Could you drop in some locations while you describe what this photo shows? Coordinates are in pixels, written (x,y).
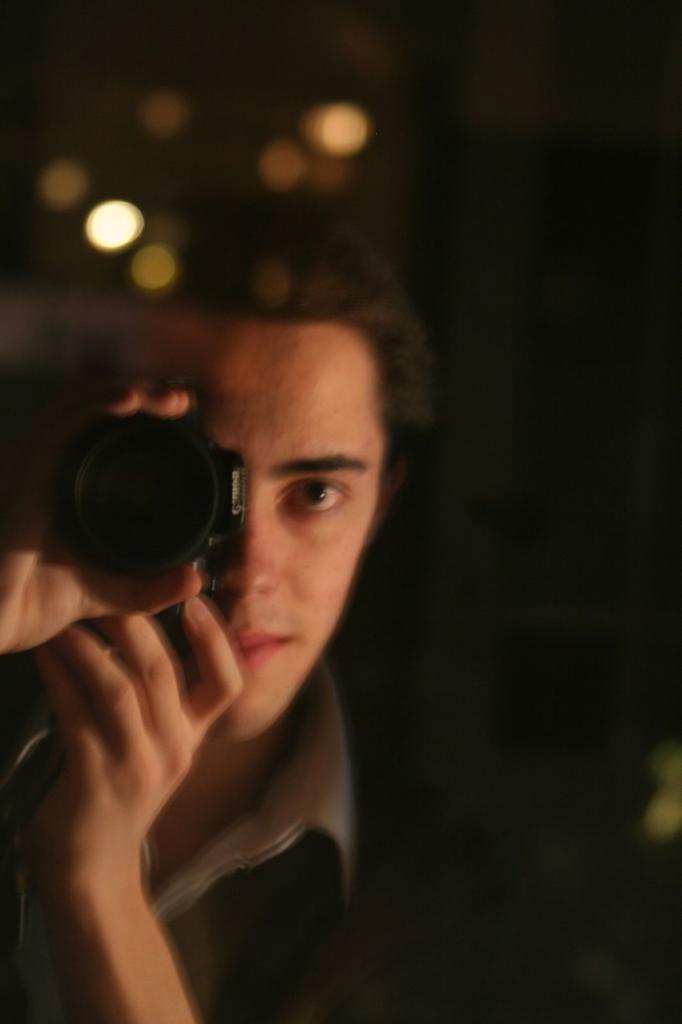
This image consists of a person (369,419) who is holding a camera (123,504) near his eye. There are light (274,180) on the top (355,147). He is not smiling.
